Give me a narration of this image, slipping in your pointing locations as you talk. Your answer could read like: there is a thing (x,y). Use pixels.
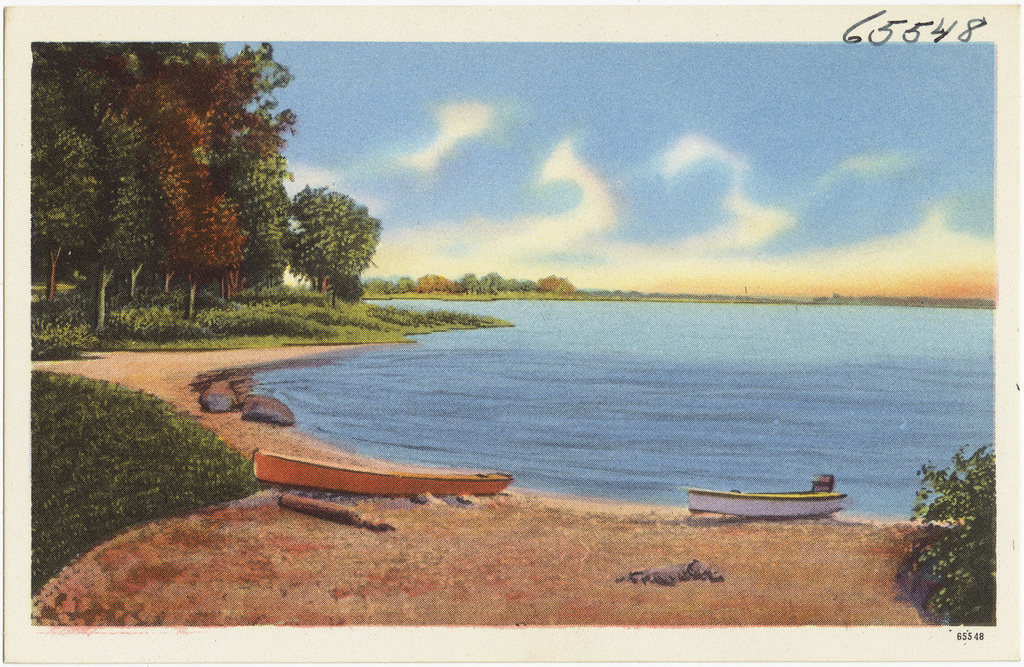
This is a poster. Here we can see water (605,465) and two boats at the water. In the background (168,303) there are trees (373,235), grass (223,456), stones (269,421) and clouds (739,213) in the sky (634,196).
